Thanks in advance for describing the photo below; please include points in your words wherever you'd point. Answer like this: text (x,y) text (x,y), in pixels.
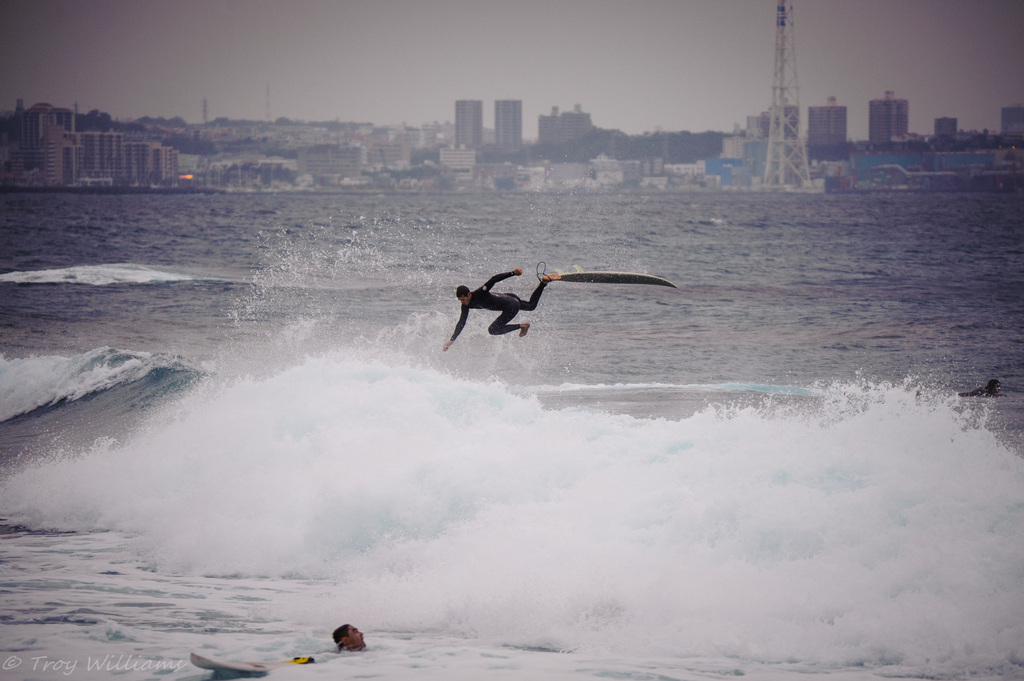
In this image center there is person (338,639) in the water (314,640). In the background (504,314) there is a person (507,301) surfing on water (471,316) and there is an ocean (421,200) and there are buildings (727,147). There is a tower (781,129).
